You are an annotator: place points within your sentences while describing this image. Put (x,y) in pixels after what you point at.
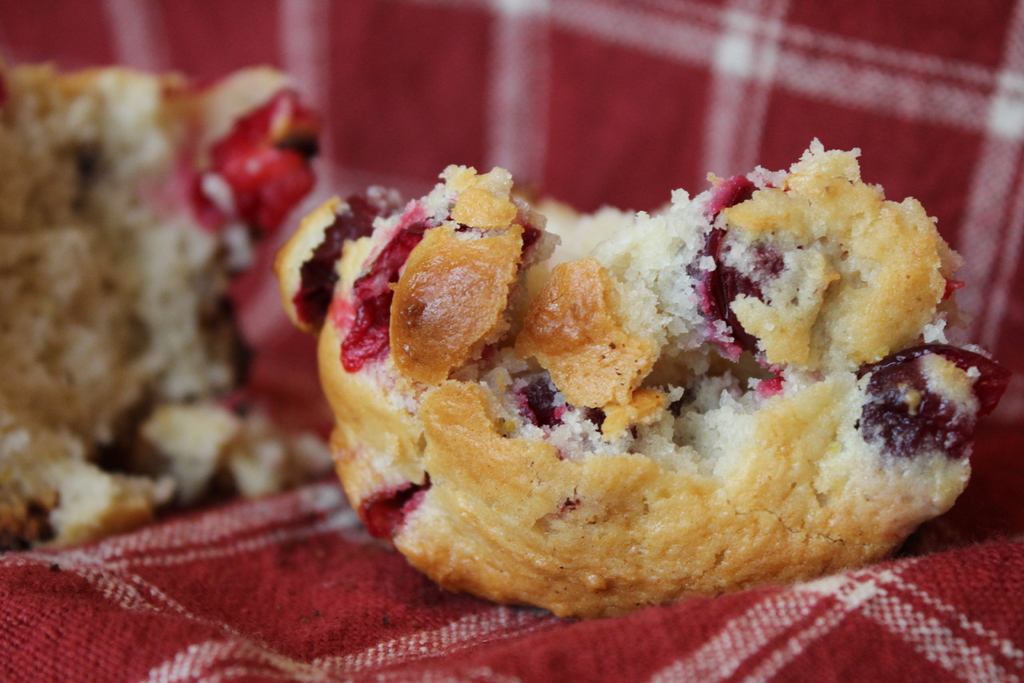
In this image we can see food items (241,379) placed on the cloth (437,598).
